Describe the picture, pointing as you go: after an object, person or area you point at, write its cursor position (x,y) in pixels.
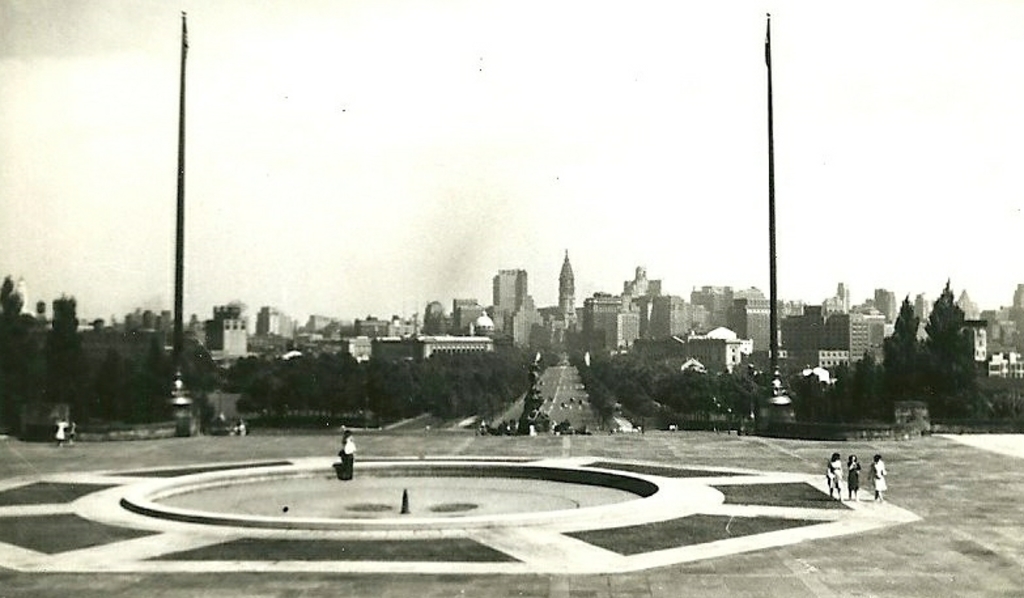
In the image in the center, we can see a few people (841,470) are standing. And we can see poles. In the background (632,158), we can see the sky (465,202), clouds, trees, buildings (979,323) and vehicles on the road (547,389).
